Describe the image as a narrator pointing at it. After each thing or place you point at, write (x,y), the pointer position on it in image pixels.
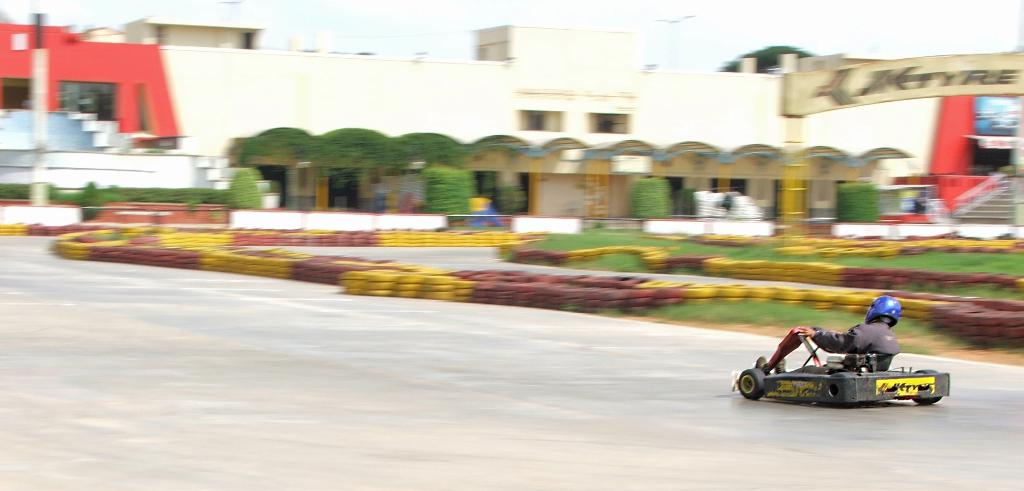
This image is taken outdoors. At the bottom of the image (218,396) there is a road (592,375). On the right side of the image (895,348) a man (862,326) is go-Karting. At the top of the image (536,111) there is a building (61,95) with a few walls (226,118), windows (554,129), doors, roofs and railings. There is a staircase (1008,213) and a board (923,84) with text (929,83) on it. In the middle of the image (639,199) there are a few trees (344,162), plants (213,198) and many tires (55,228).
